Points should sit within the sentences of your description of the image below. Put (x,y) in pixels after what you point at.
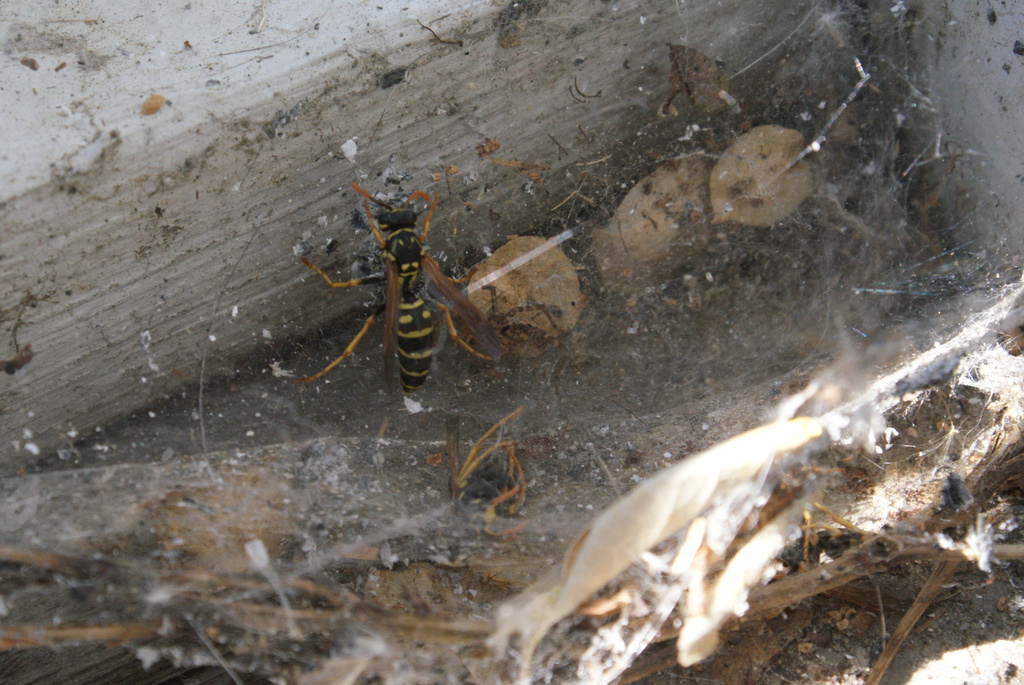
In this image we can see an insect (335,360).
